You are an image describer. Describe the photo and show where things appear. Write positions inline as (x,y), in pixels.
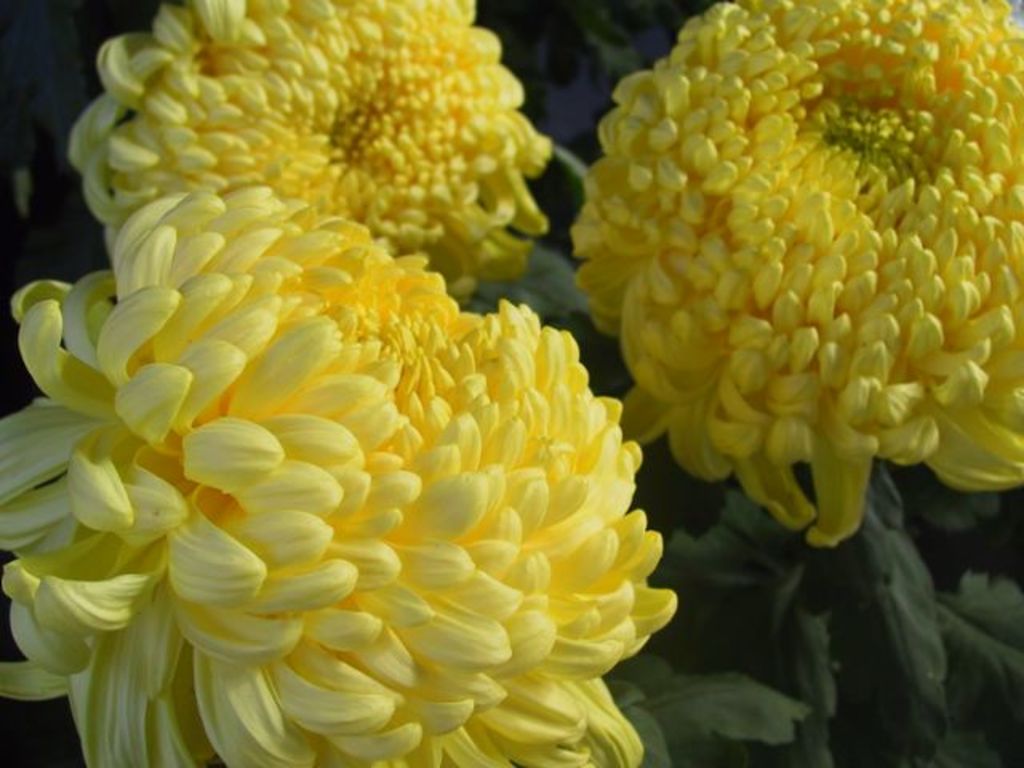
In the image we can see flowers (356,336), yellow in colour and these are the leaves (786,568).
